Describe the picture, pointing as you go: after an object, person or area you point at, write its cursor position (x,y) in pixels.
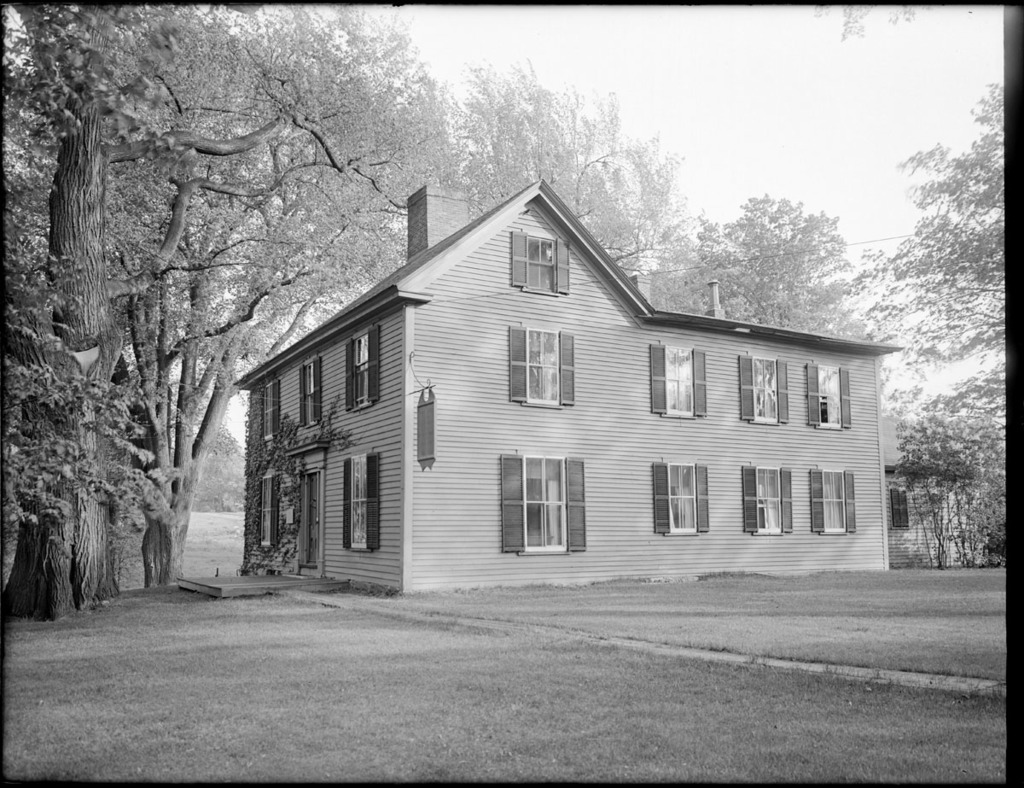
This image is a black and white image. This image is taken outdoors. At the bottom of the image (507,706) there is a ground (277,713) with grass (198,642) on it. At the top of the image (695,105) there is the sky (757,137). In the background (240,454) there are a few trees (924,526) with leaves (653,262), stems (167,335) and branches (115,420). In the middle of the image (681,487) there are two houses (877,503) with walls (903,534), windows (354,508), doors (307,500) and roofs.
